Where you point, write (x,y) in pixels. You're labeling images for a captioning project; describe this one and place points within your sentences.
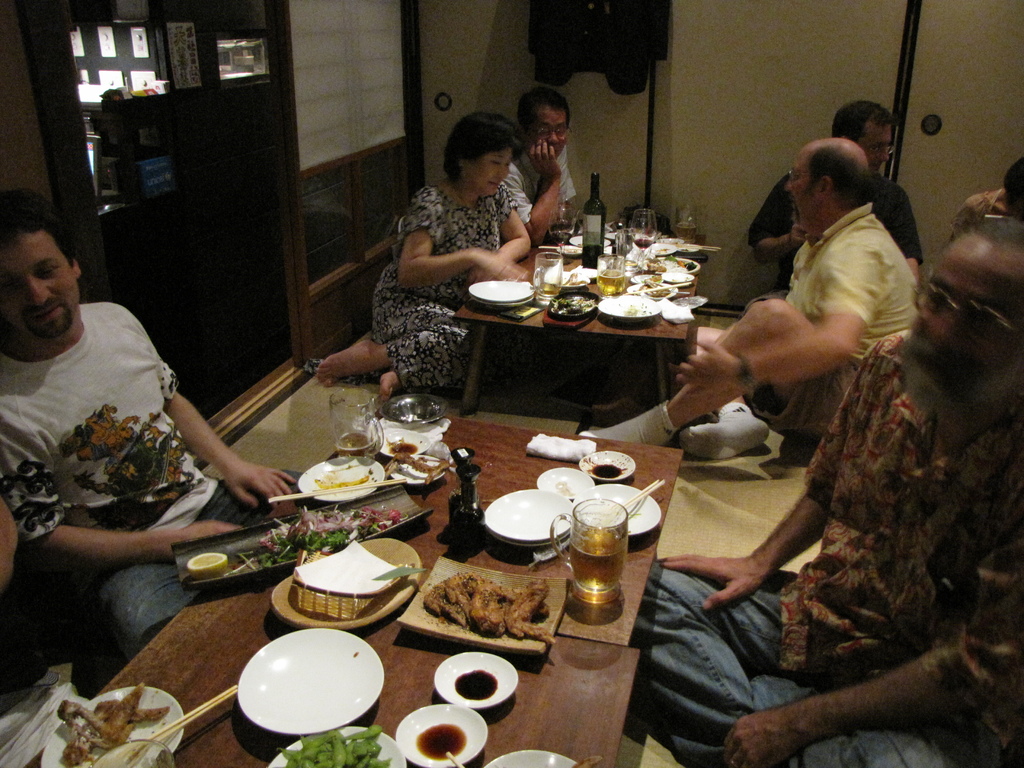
In this image there are group of people (743,316) sitting at the floor (710,473) and in table (637,461) there are plates (612,500), glasses (582,507), food (354,532), chopsticks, tissues (352,571), tray (308,619), bottles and in back ground (381,197) there is door (322,214), window (366,172).
